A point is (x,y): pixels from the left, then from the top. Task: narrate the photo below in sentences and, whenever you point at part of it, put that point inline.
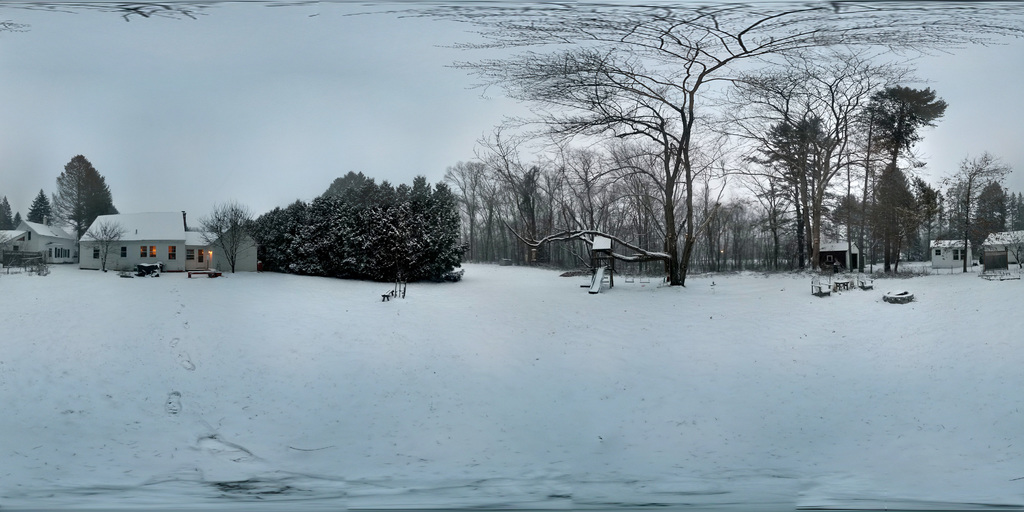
In this image, we can see trees (604,212), houses (992,243), slider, plants (268,270), windows (99,255), walls (221,252), snow (338,361) and few objects (139,267). In the background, there is the sky (477,90).
